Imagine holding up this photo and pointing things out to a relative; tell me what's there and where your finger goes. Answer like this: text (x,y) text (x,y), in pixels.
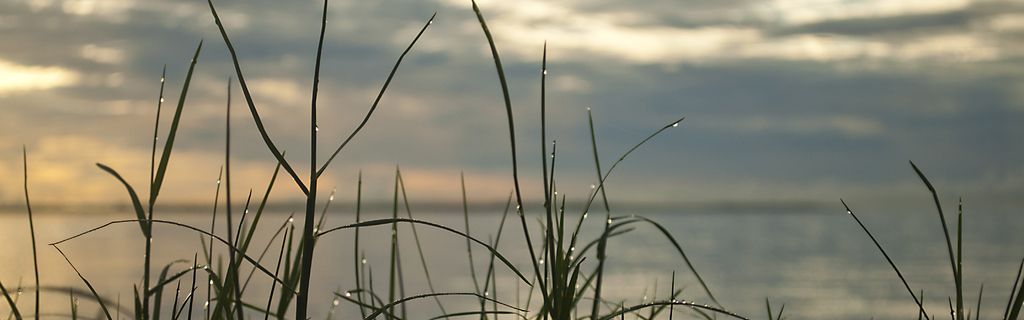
In this image I can see plants (468,227), water (391,216) and the sky (448,124). This image is taken may be during a day.
